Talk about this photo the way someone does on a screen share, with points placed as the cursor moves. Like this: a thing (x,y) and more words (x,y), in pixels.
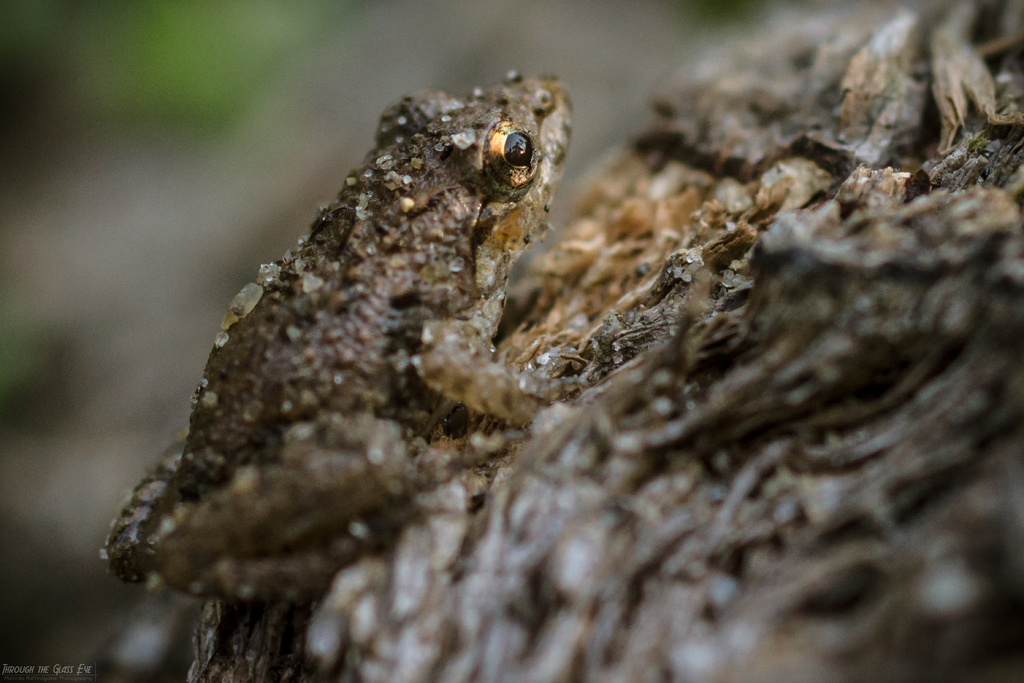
In this image I can see the frog (293,477) in brown color and the frog (530,220) is on the brown color surface (509,437) and I can see the blurred background (415,50).
